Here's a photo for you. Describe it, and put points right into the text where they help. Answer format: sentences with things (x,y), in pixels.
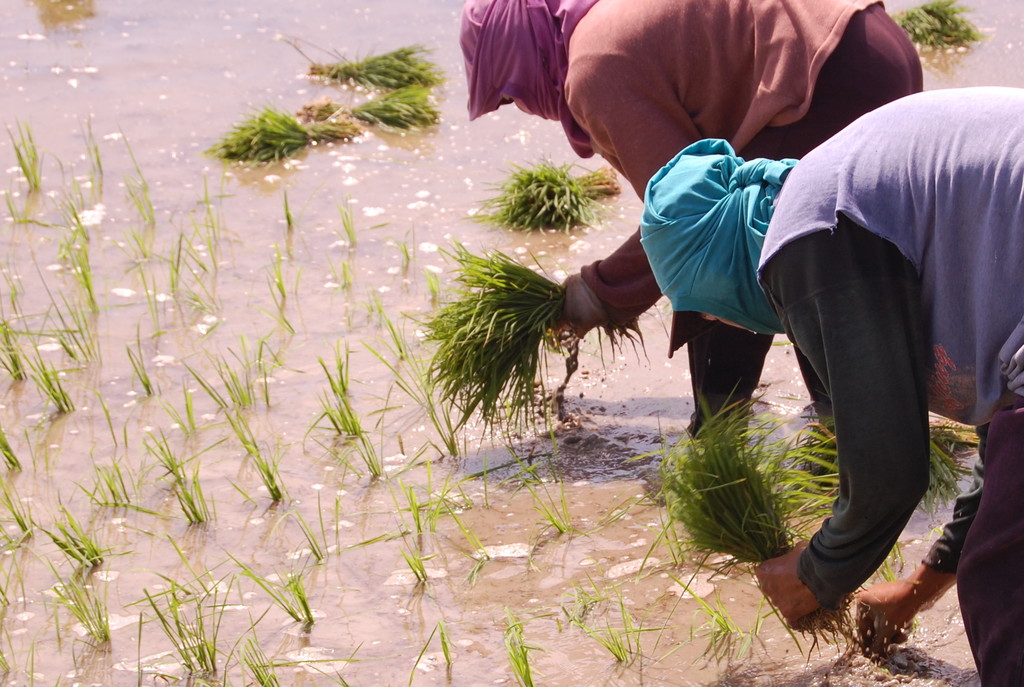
In the picture I can see two persons (722,283) are bending and holding the grass (672,499) in hands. Here I can see the water (263,302) and the grass (448,383). These people (636,251) has covered their faces (523,82) with clothes (665,168).
